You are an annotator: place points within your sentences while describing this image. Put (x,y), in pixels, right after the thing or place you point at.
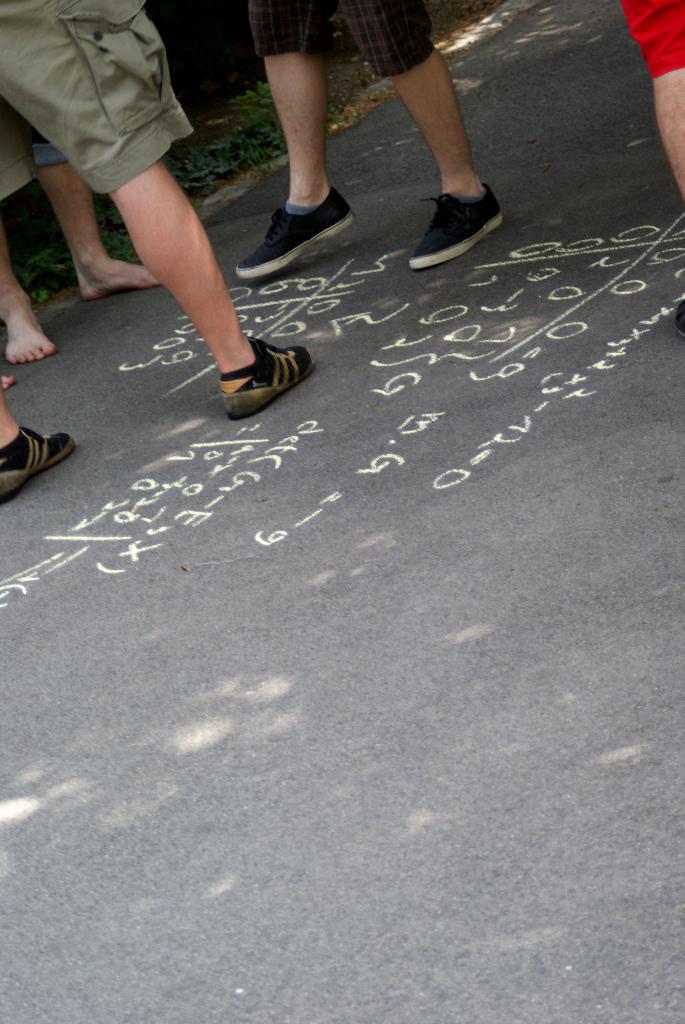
This image is clicked on the road (434,465). At the top (140,222) there are legs (441,107) of a few people (136,165) standing on the road (563,215). There are numbers (188,323) on the road (302,412). Behind them there's grass (195,158) on the ground (194,126).
